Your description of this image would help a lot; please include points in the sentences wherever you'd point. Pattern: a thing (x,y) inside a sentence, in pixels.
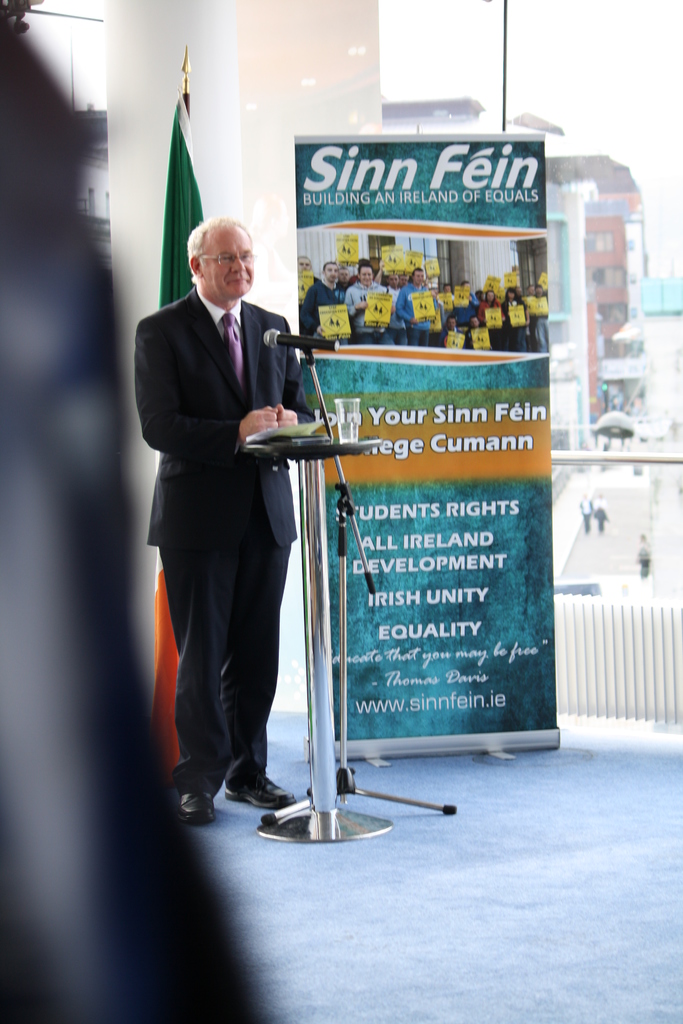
In this image we can see a person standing in front of the mic (337,466), there is a flag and a poster (505,388) with some text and in the background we can see some buildings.
